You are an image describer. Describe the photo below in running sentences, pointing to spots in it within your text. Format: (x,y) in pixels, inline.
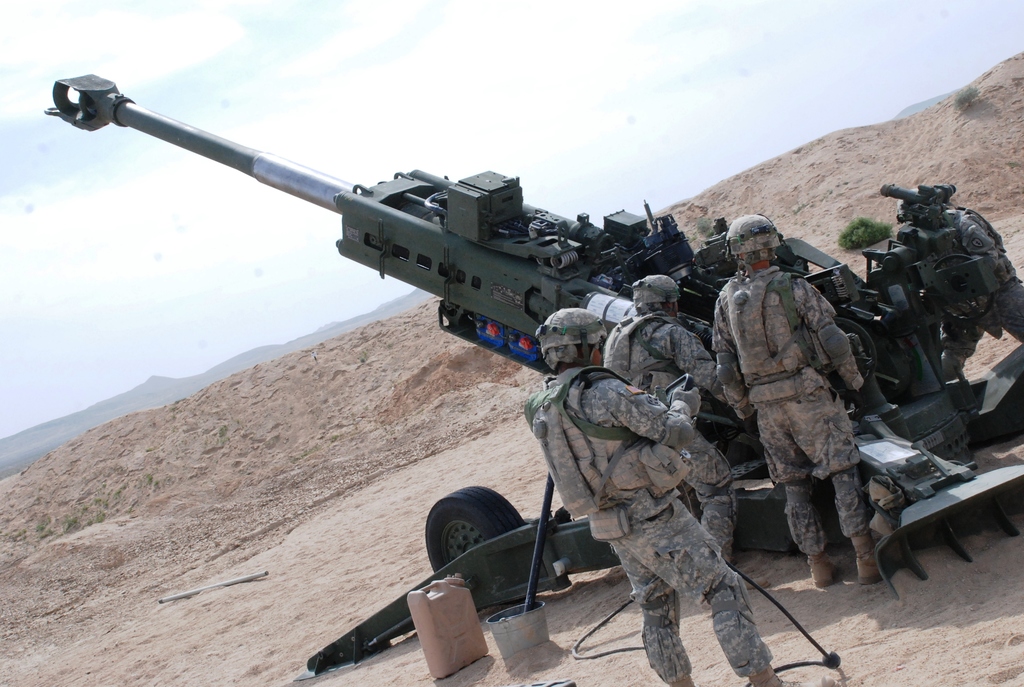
In this image we can see some people (654,651) around the gun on the sand (246,603) and around there are some other mountains (169,415).
